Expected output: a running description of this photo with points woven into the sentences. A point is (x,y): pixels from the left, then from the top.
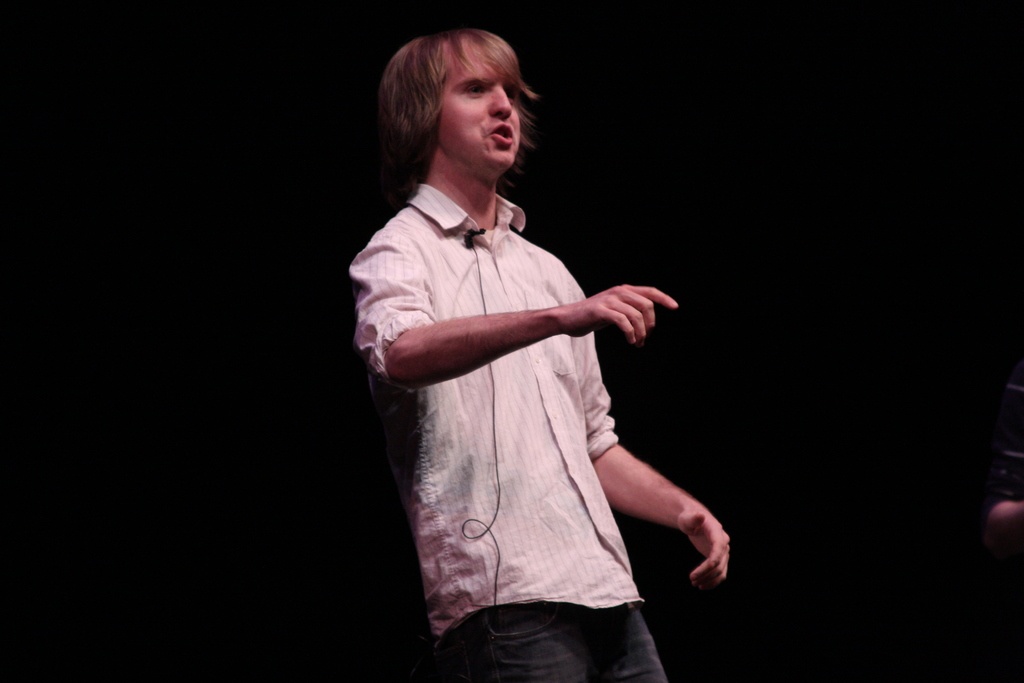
There is a person (458,320) standing and talking. There is a mic (469,238) with wire (479,272) is attached to the shirt (440,242) of the person (373,277). In the background (814,459) it is dark.
